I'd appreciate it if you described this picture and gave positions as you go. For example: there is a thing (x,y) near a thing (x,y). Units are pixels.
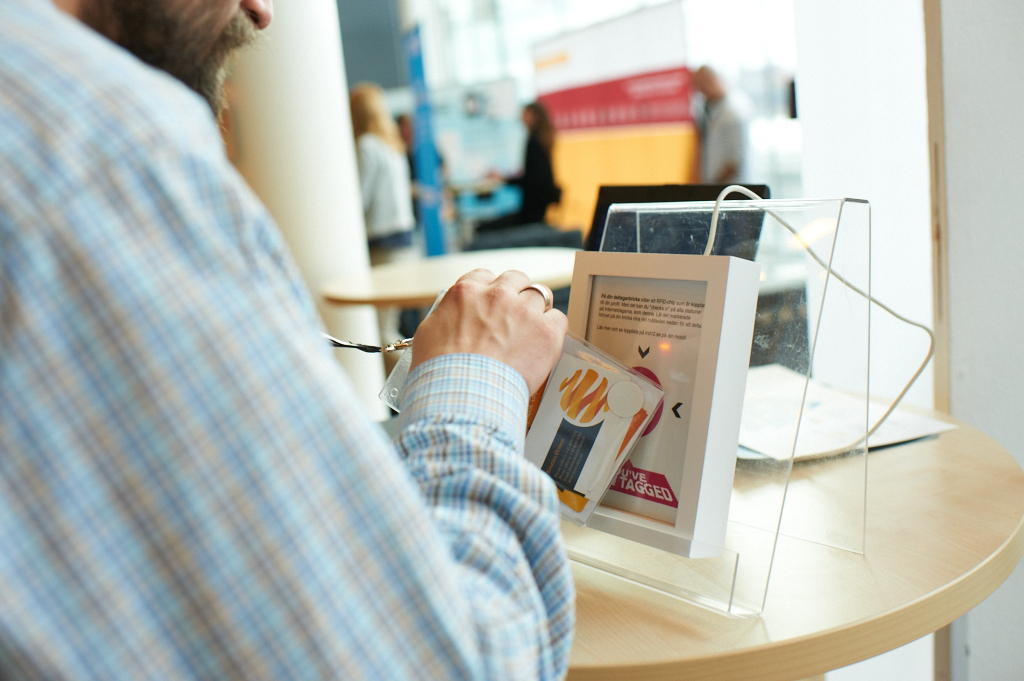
In this image I see a man (280,358) who is holding a id card (600,358) and there is an electronic equipment (590,282) on this table (962,462) and I see few papers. In the background (380,221) I see few people (373,208) who are blurred.
